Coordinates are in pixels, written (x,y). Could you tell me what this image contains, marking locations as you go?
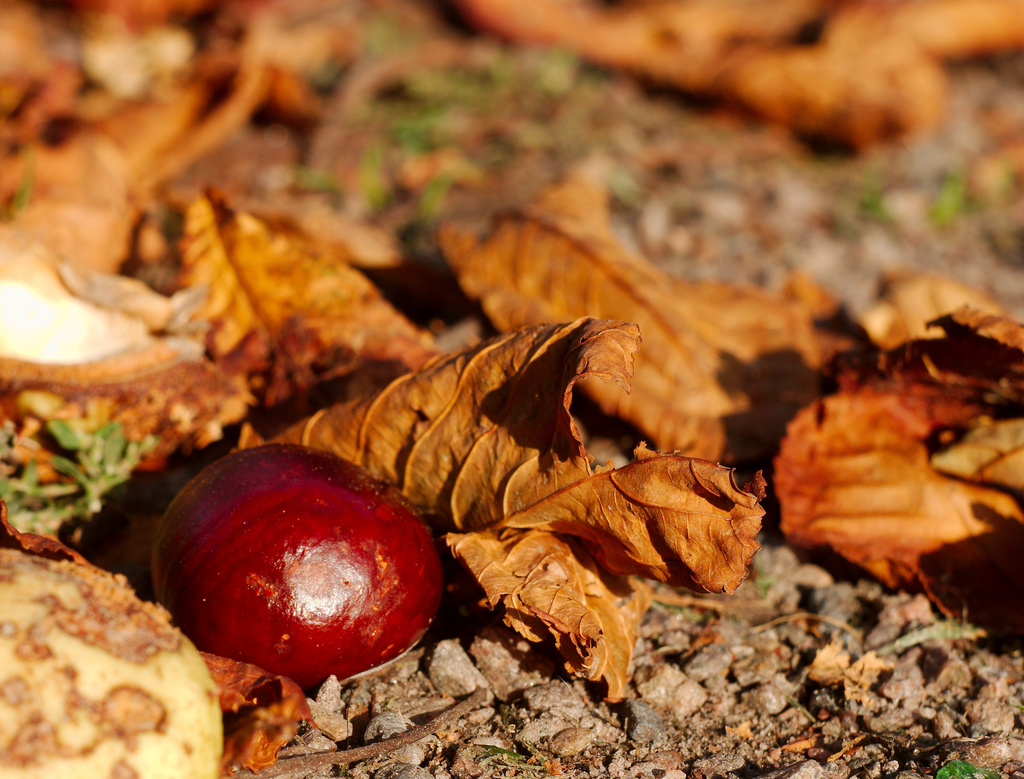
In this image, we can see some dried leaves (945,517) and there is a red color object (368,619) on the ground (704,668), there are some small stones (691,667) on the ground (466,727).
